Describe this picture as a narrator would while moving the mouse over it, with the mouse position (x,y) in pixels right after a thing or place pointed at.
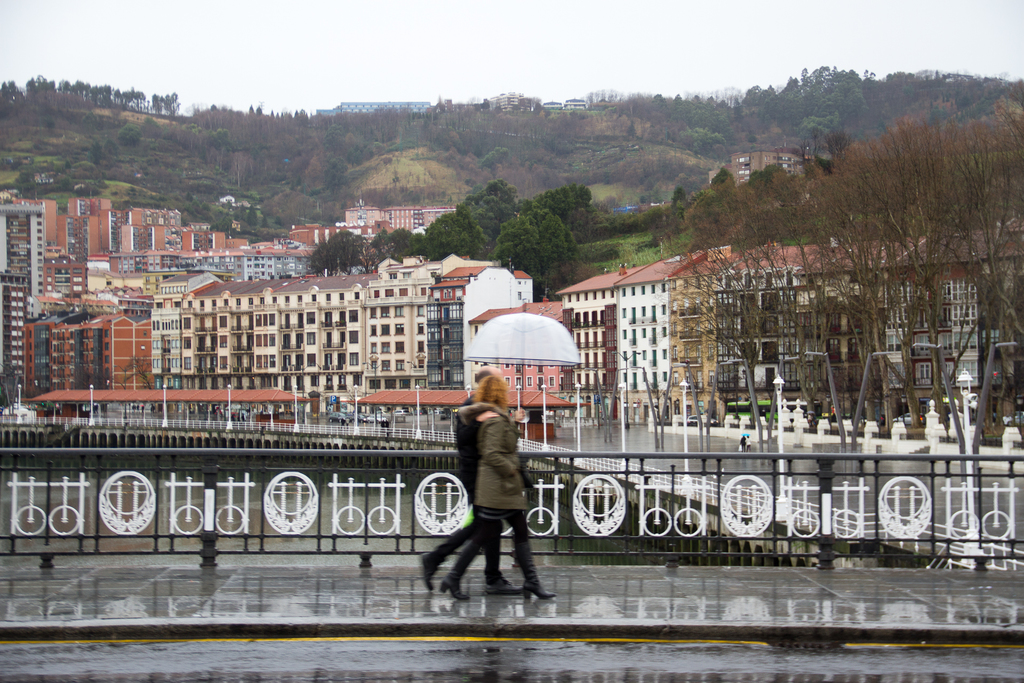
In this image I can see the road (464,643), the side walk (653,566), few persons (485,531) walking and holding an umbrella (527,345), the water (363,504), the railing (602,468), few trees (875,345), few poles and few buildings (712,342) which are cream, brown, white and black in color. In the background (401,144) I can see the mountain (432,144), few buildings (417,106) and trees (481,129) on the mountain (481,129) and the sky (381,95).
